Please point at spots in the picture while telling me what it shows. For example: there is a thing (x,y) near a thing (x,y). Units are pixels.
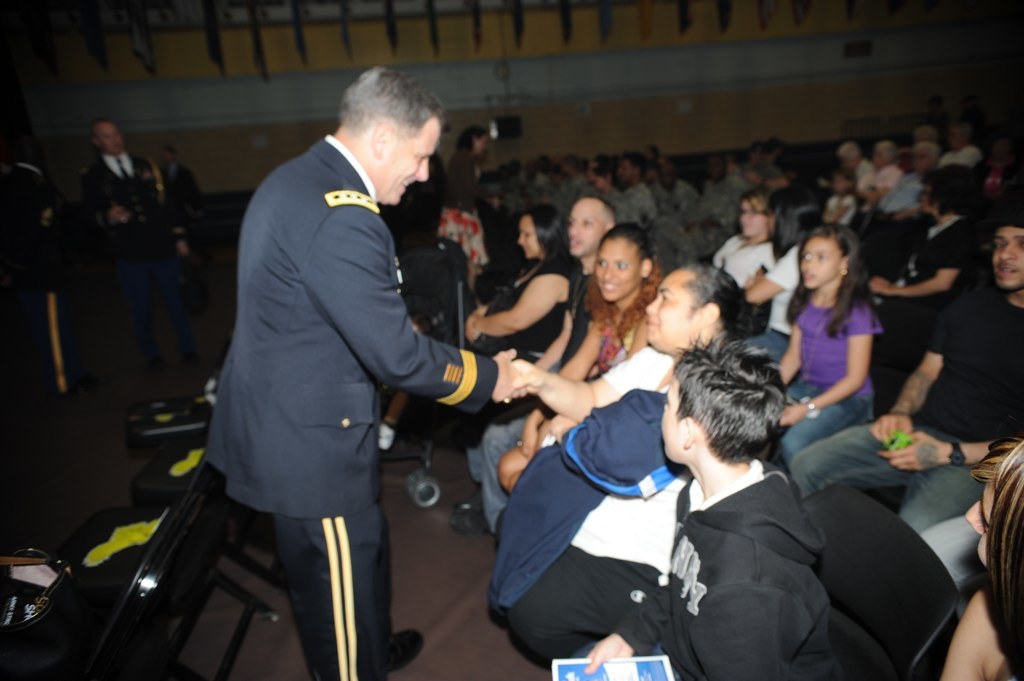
In this image there are many people (728,311) sitting on the chairs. To the left (115,211) there are a few people (133,272) standing. At the top (444,50) there is the wall (698,66). In the foreground (326,363) there is a man (291,415) standing and shaking his hand (502,371) with a woman (597,399).
